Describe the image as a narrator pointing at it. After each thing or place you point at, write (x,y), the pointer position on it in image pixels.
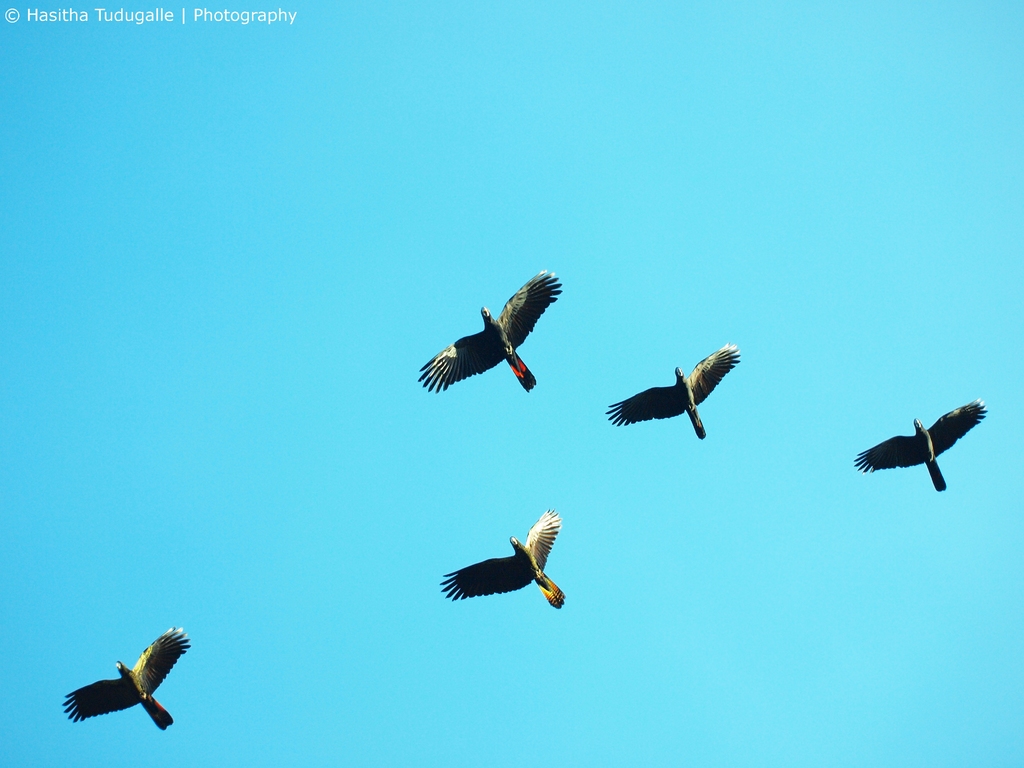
In this image five birds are flying in the sky (523,414).
